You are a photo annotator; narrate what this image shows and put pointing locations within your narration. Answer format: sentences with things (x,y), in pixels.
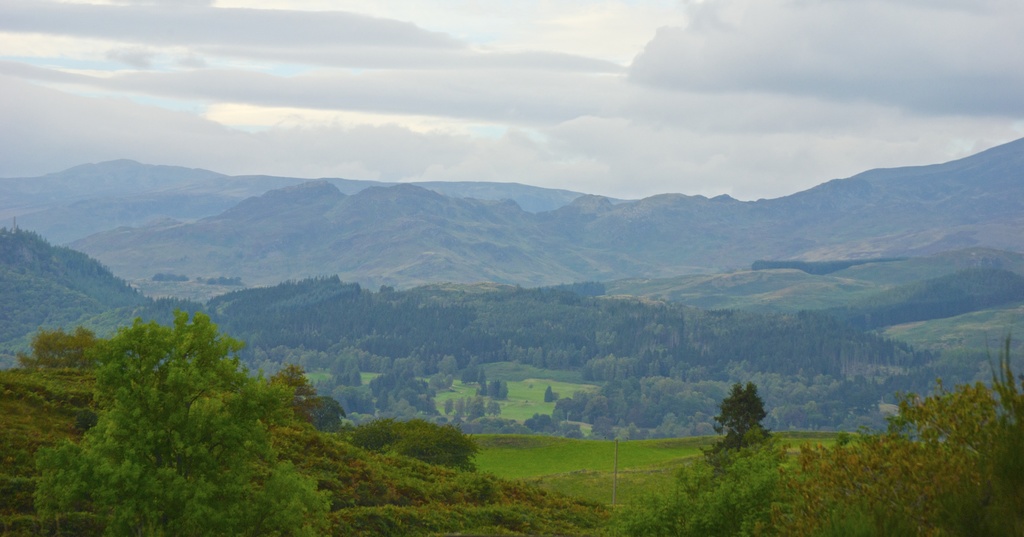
As we can see in the image there are plants (973,483), grass (656,461), trees (577,362), hills (582,256), sky (554,83) and clouds (518,78).
